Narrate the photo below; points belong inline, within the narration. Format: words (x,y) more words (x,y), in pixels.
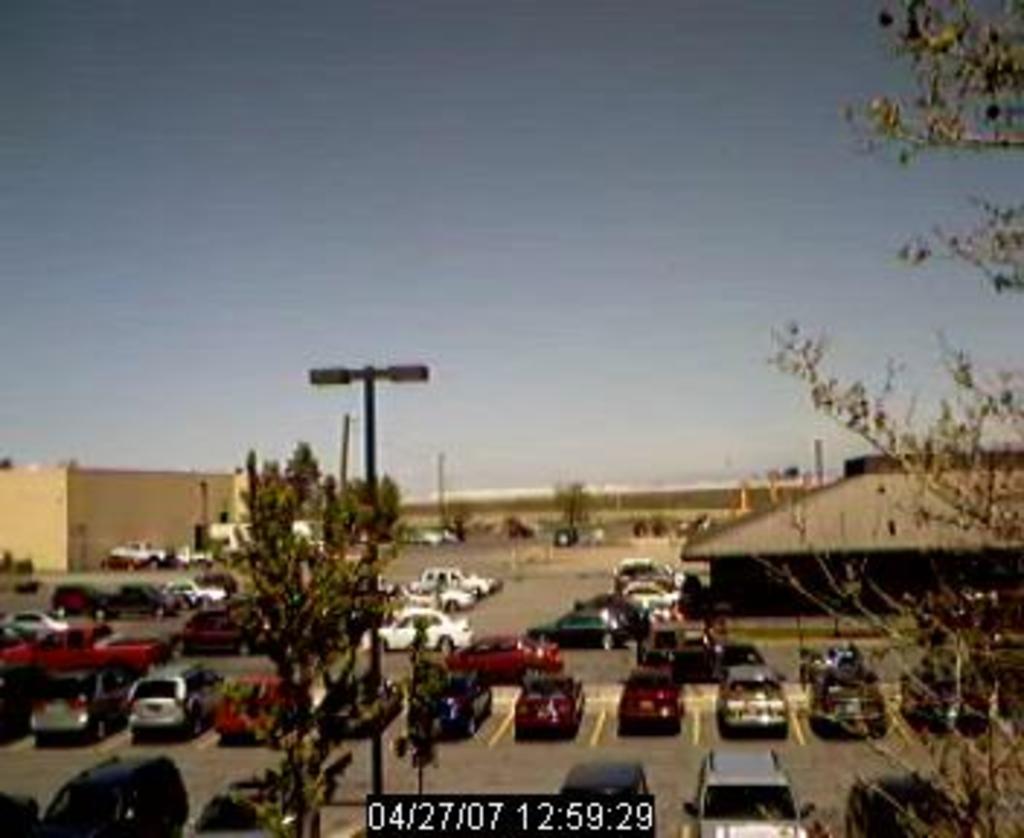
In the foreground of this image (952,473), on the right (966,764), there is a tree (999,769). On the left (330,624), there is a tree (331,793) and a light pole (373,376). In the middle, there are cars (121,668) on the road (681,727). In the background (899,549), there are buildings (166,497) and the sky (372,236).
